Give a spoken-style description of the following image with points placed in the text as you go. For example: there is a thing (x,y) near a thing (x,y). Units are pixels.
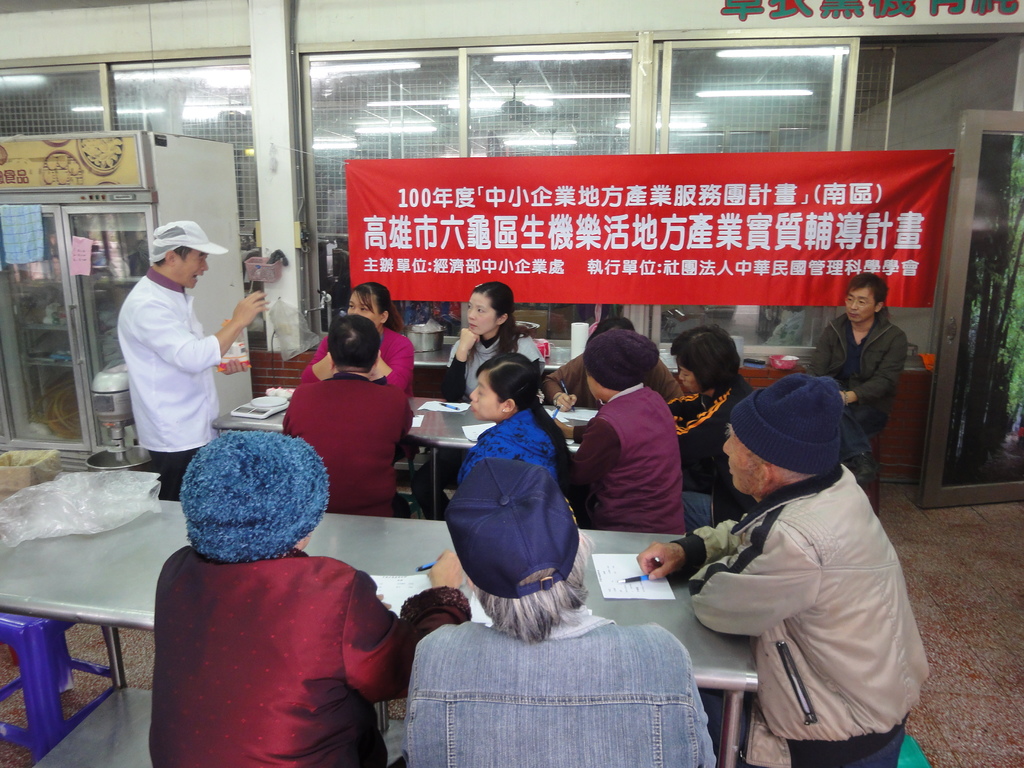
In the foreground of this image (839,480), there are few people (760,457) sitting near tables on which there are pens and papers (624,566) and few (579,394) are holding pens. On the left (165,320), there is a man (170,358) standing, a refrigerator (123,276), a cardboard box (17,470), an object (113,406), a cover (83,508) on the table (104,620) and a blue stool (54,655). In the background (675,196), there is a banner (714,202), glass wall (682,71) and a door (1017,279) on the right (1009,362).
